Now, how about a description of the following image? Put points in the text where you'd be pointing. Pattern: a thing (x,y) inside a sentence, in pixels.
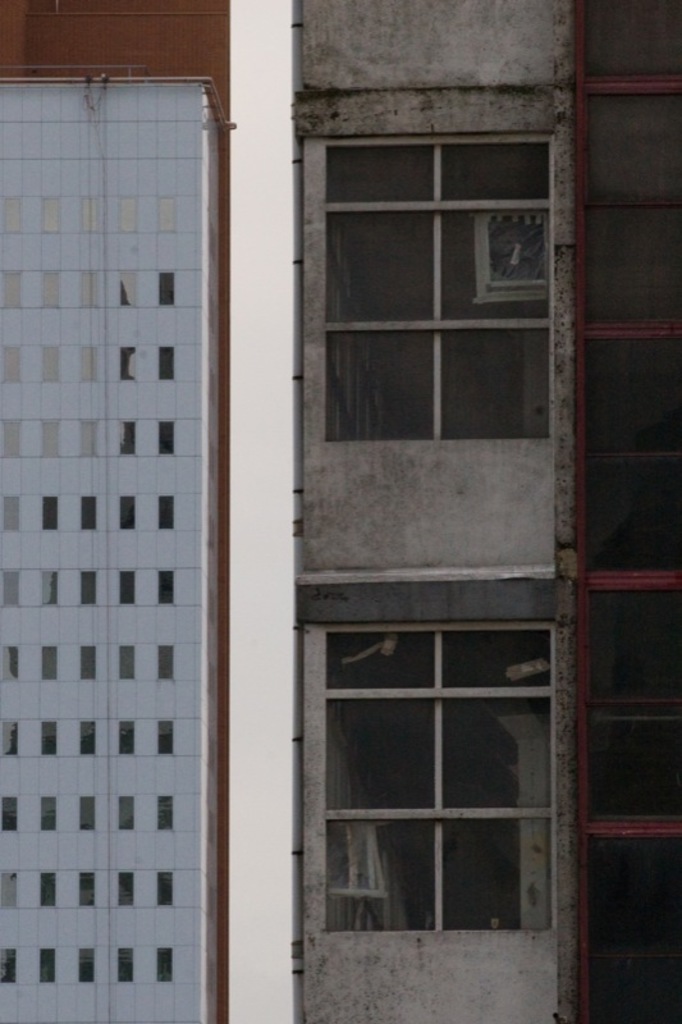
In this picture we can see buildings (89,780) with windows (442,361).
